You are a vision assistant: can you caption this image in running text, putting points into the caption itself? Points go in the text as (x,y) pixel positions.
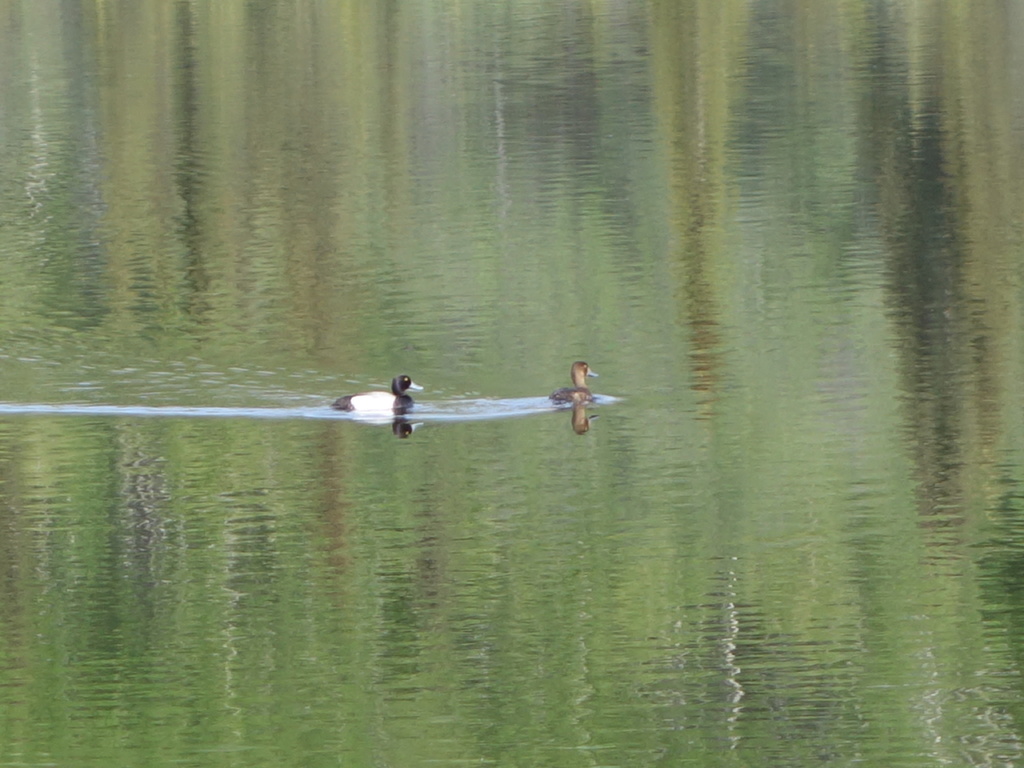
In this image, I can see two ducks (590,399) moving on the water (705,448). This water (633,545) looks light greenish in color.
